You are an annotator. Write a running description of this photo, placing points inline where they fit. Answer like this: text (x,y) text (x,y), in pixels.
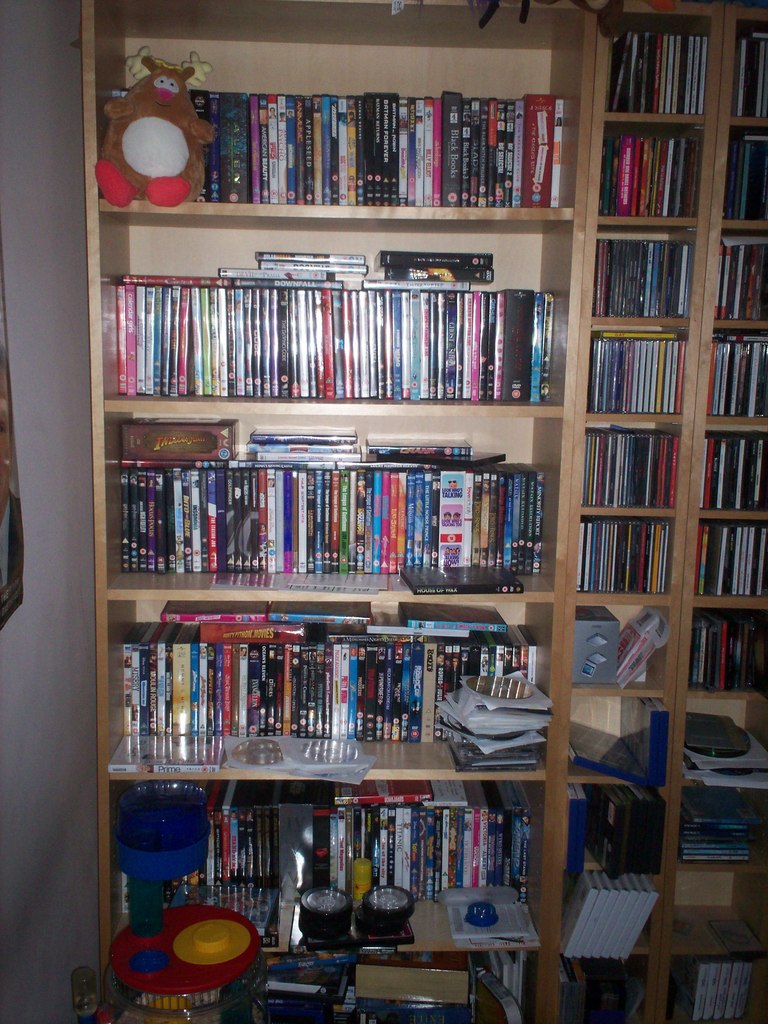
In this image there are books (201,649), toys (211,1006), CD's (319,164) and some objects (322,896) in the book shelves (352,20).
